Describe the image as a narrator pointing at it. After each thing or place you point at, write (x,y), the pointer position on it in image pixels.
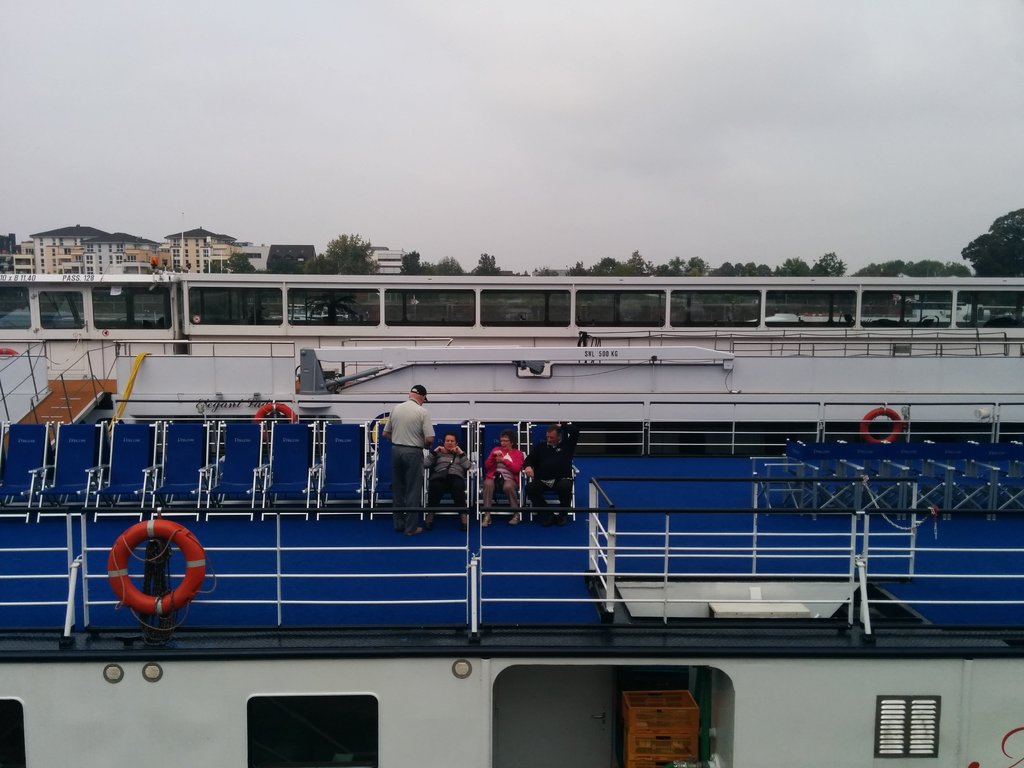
This picture there is a ship (620,735). In the center (370,459) there are chairs (370,459), railing (1022,402), pipes (389,364), glasses (926,320), tubes (113,559) and people (456,442). At the bottom (306,719) there are windows (302,733), box (682,735) and ventilator (900,723). In the center (367,263) the background (31,273) there are buildings (201,260) and trees (901,263). Sky (821,232) is cloudy.
